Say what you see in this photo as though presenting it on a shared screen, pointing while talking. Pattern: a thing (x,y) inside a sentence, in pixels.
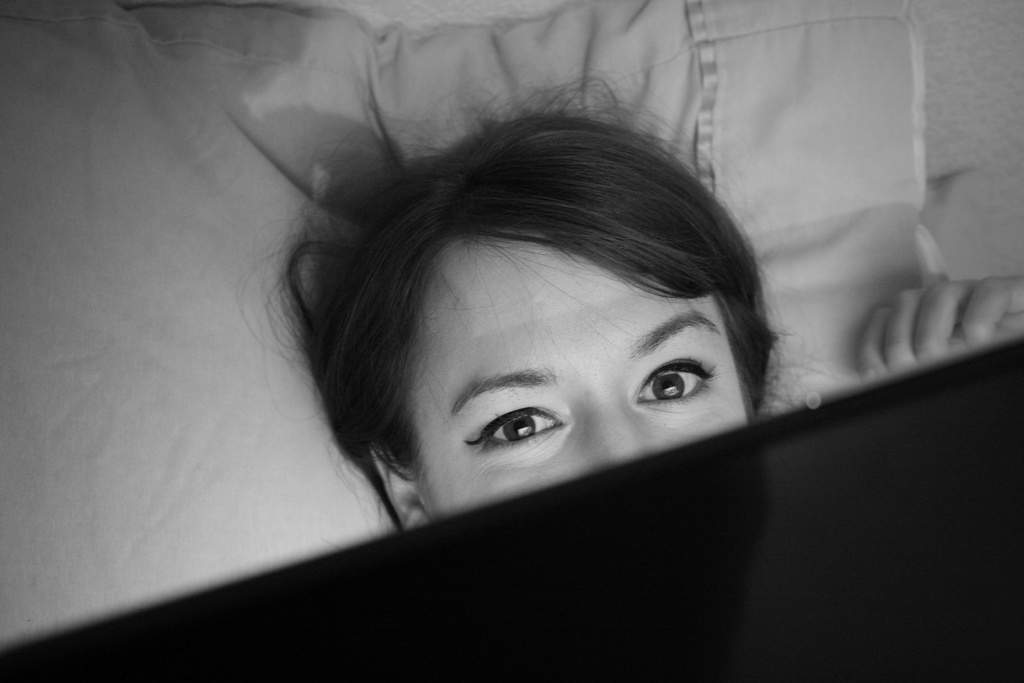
In this image we can see a woman eyes (701,385) and she is lying on the bed (807,235).
